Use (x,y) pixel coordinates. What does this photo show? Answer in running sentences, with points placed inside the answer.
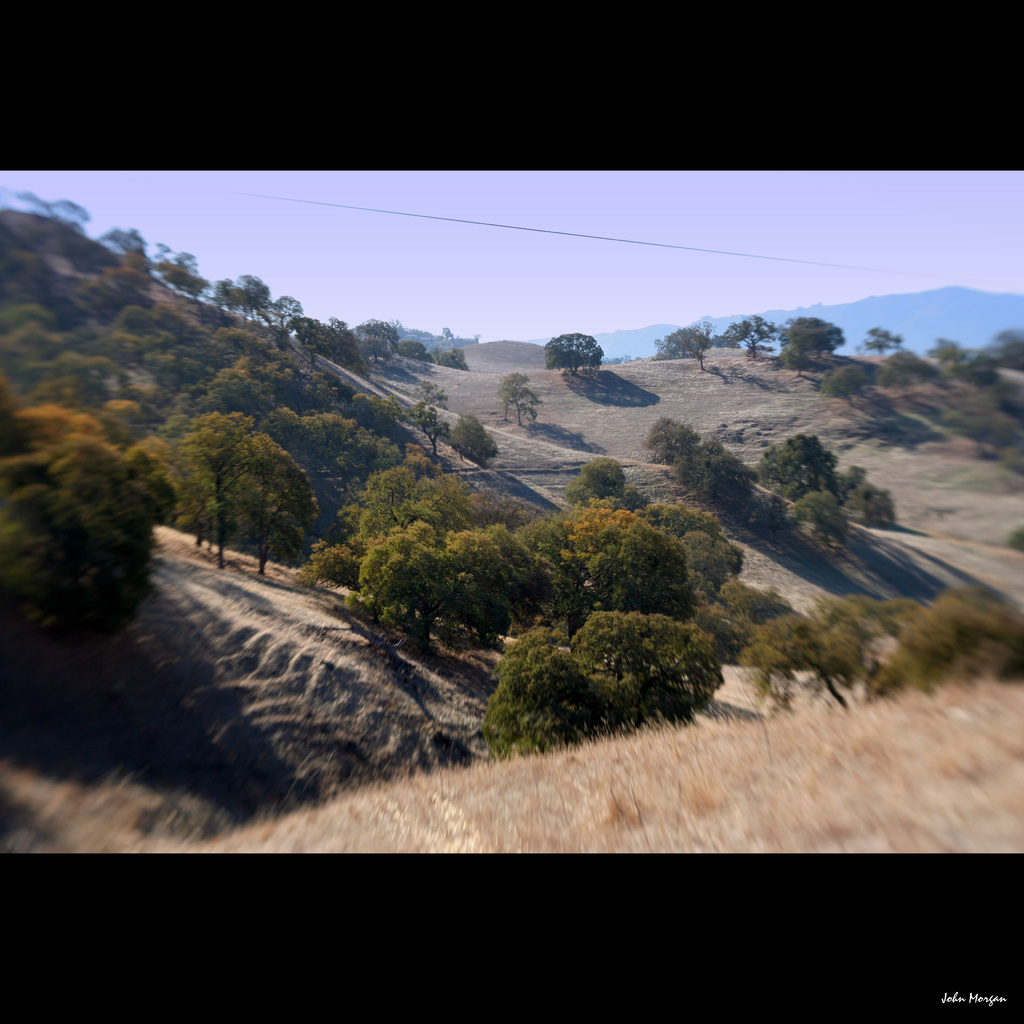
In the picture we can see a hill surface (612,774) with dried grass (621,774) and behind it, we can see the trees (61,440) on the hill slope (770,583) and in the background (415,284) we can see the part of the hill (756,532) and the sky (506,324).
